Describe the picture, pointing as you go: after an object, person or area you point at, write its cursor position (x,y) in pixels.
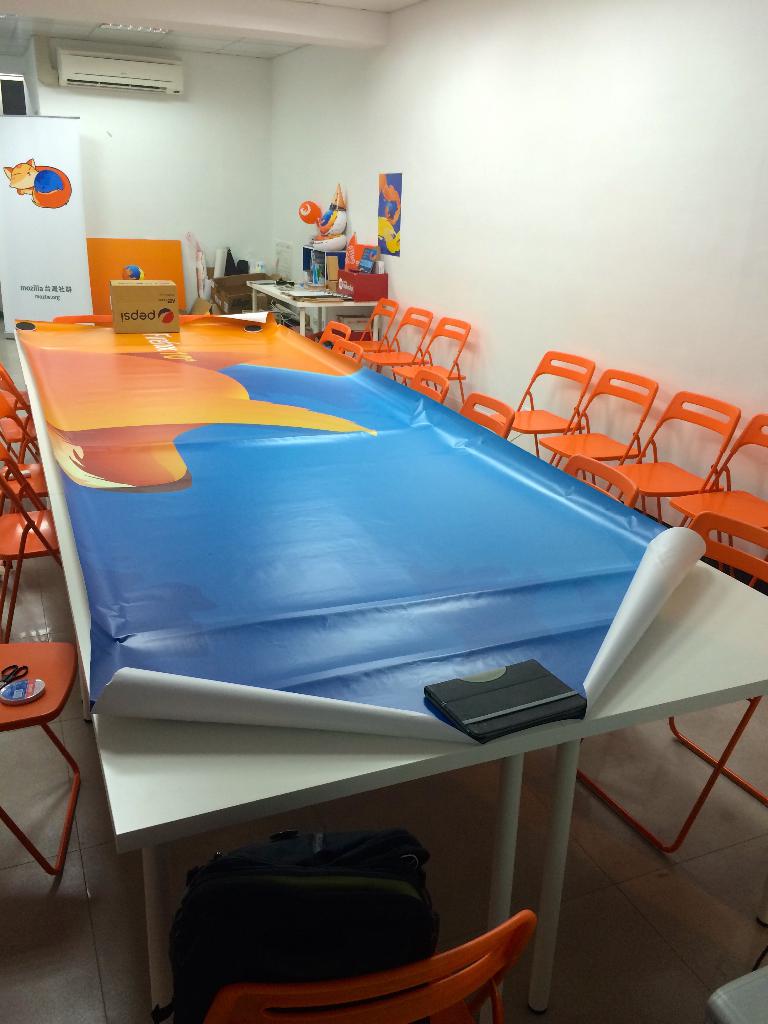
In this image we can see chairs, table (244,424), cardboard cartons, advertisement boards (67,261), objects (341,231) arranged on the table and an air conditioner (127,89).
